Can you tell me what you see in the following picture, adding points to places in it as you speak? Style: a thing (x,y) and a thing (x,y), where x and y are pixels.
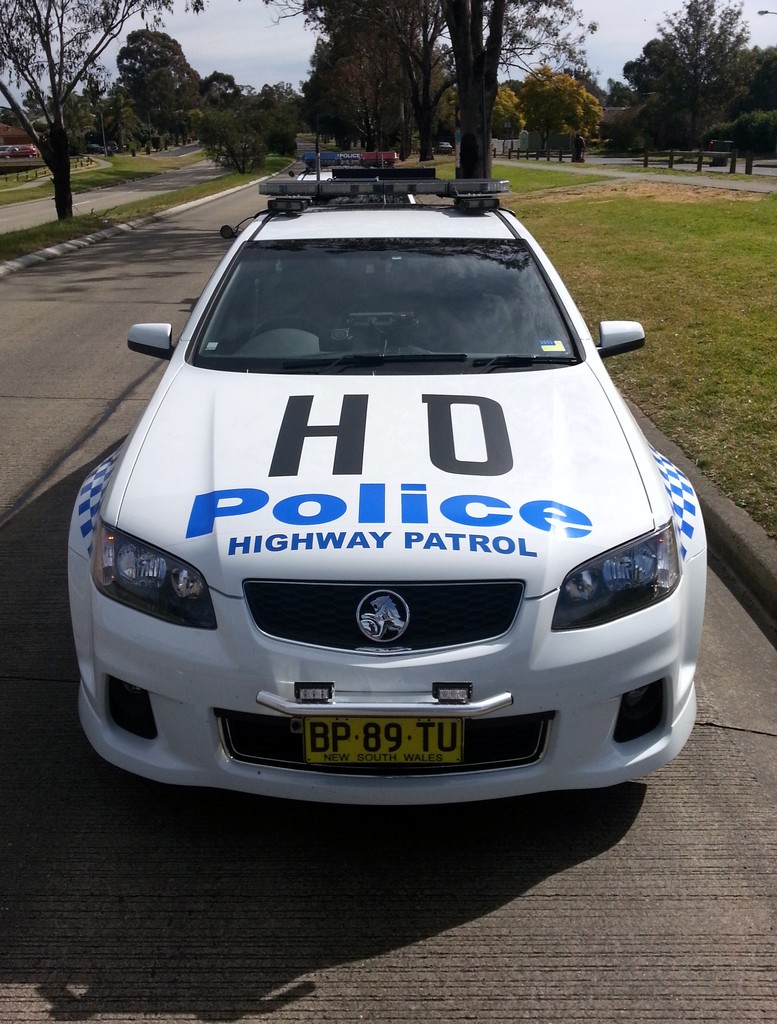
In this image we can see motor vehicles (188,703) on the roads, barrier poles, trees (665,61) and sky (226,60) with clouds (613,75).
